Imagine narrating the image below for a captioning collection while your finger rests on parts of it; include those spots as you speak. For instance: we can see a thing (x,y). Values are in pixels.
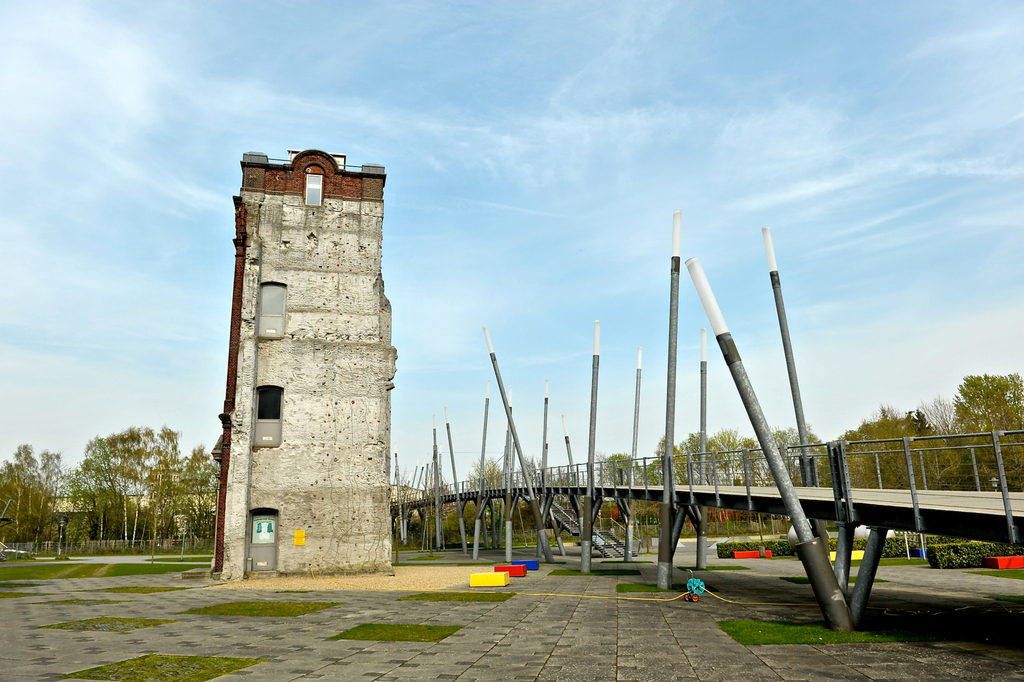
In front of the image there is a tower (271,403), beside the tower (297,397) there is a bridge (536,482), in the background of the image (24,521) there are trees (91,521) and buildings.
